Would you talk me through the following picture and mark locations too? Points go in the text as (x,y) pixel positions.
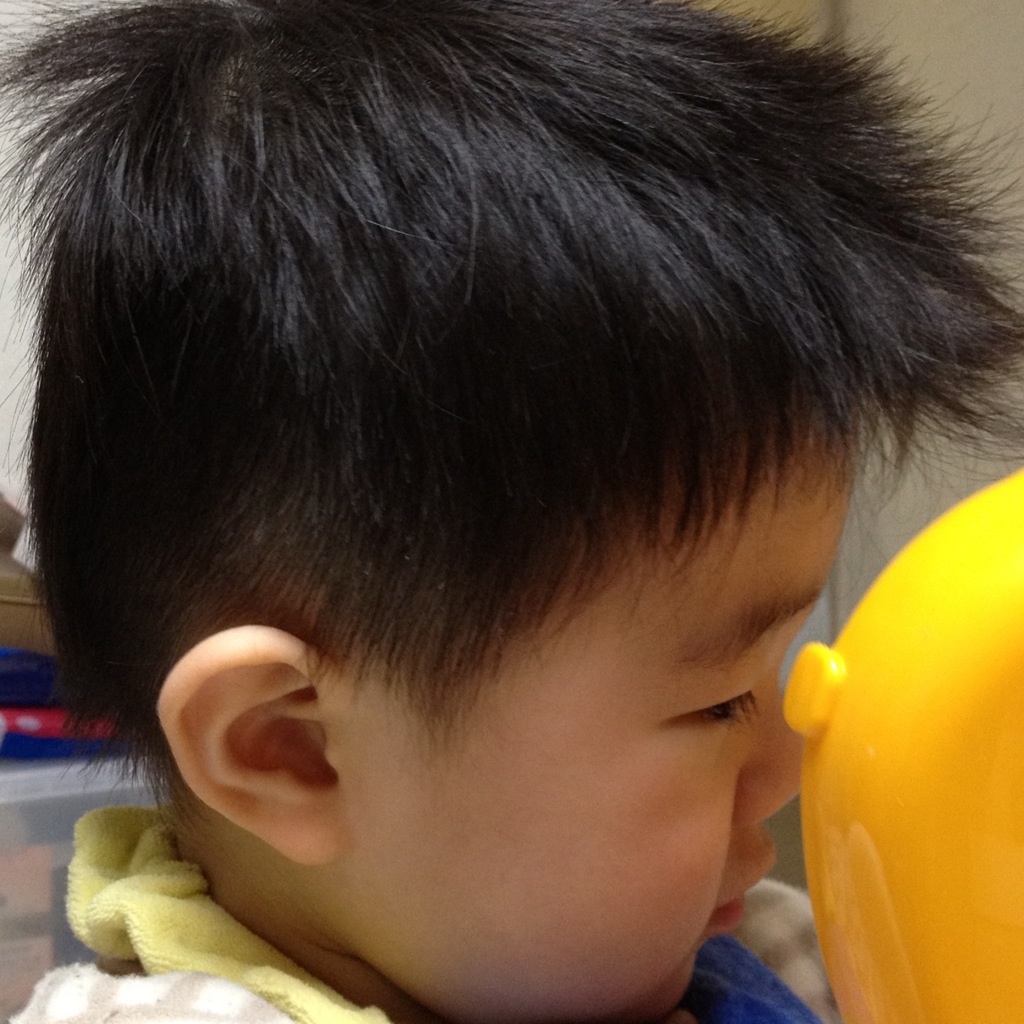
In this image I can see a boy (328,456) and a yellow colour thing (905,606) over here. I can also see a yellow colour cloth (168,865).
